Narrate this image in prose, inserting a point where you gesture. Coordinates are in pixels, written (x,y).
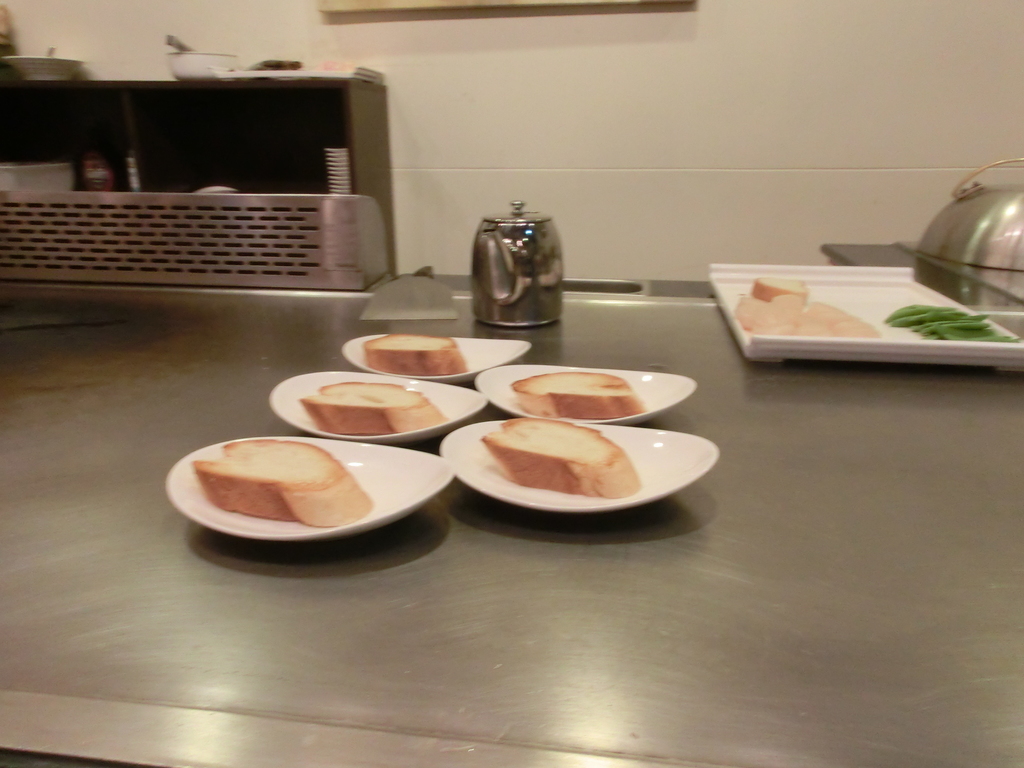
In this picture we can see a table (510,526) and on table (365,581) we have five plates (373,452) with bread (392,408) on it, kettle (515,296), tray (864,293) with vegetables (913,312) and some food item (782,297) and in background (662,156) we can see wall (588,124), rack (272,144) and on rack (112,81) we have bowls (15,67) with spoons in it.
